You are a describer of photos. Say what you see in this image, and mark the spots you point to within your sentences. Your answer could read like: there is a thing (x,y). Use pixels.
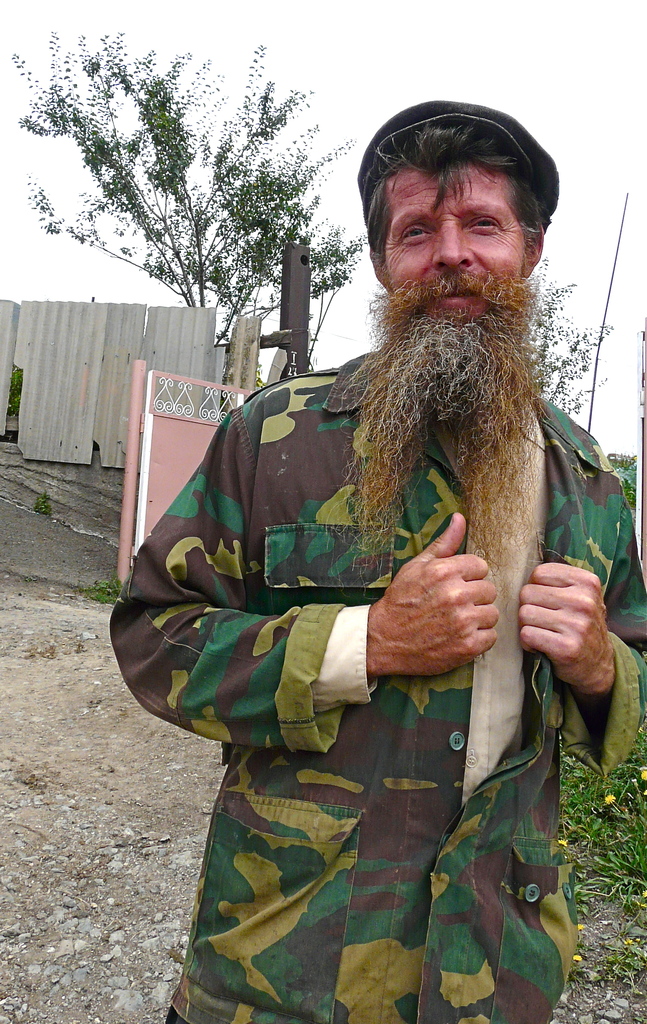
On the right side (466,638), there is a person (325,374) in a uniform (316,468), smiling and standing. In the background (513,105), there is a fence (245,360) having a gate (204,402), there are poles (128,462), trees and grass (593,813) on the ground (588,822) and there are clouds (492,72) in the sky (312,70).
